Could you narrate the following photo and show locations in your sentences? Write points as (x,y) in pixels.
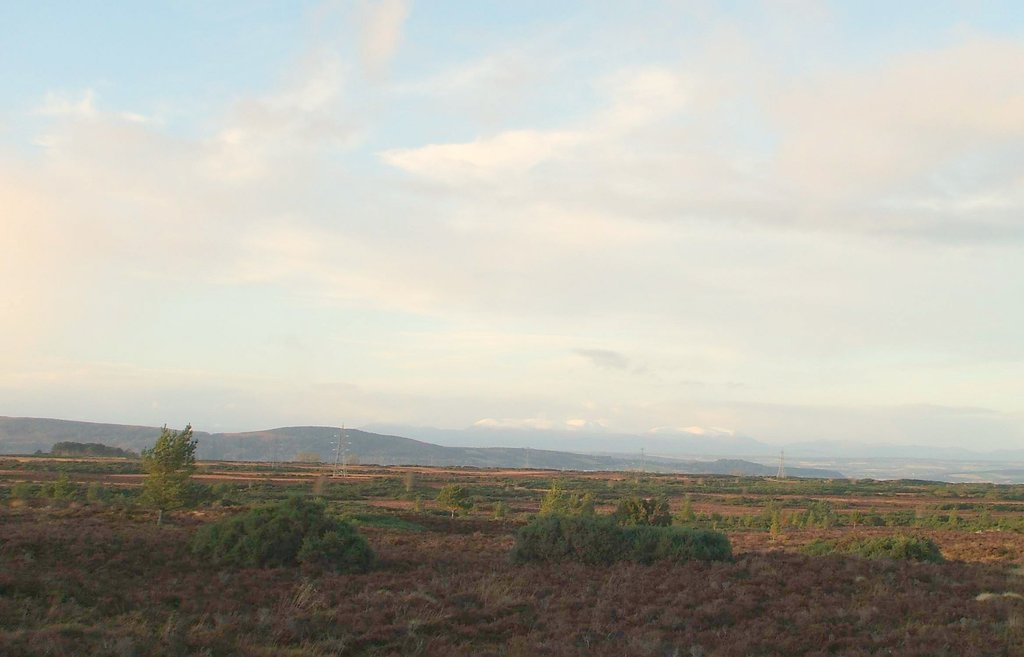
In this picture we can see there are trees (163,489), hills (128,439) and electric steel poles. At the top of the image (471,183), there is the cloudy sky (499,234).
